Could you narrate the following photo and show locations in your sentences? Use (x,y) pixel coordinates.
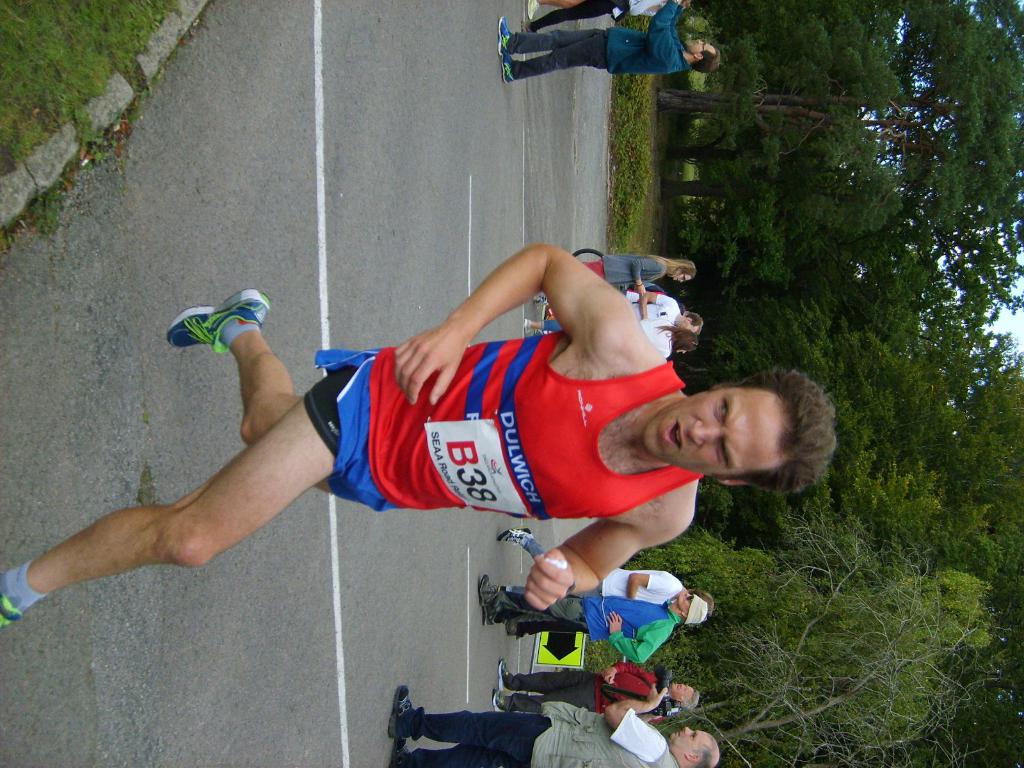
In this picture I can see a man (476,295) running, there are group of people (610,733) standing, there is a kind of board (550,634), and in the background (845,315) there are trees (880,370).
